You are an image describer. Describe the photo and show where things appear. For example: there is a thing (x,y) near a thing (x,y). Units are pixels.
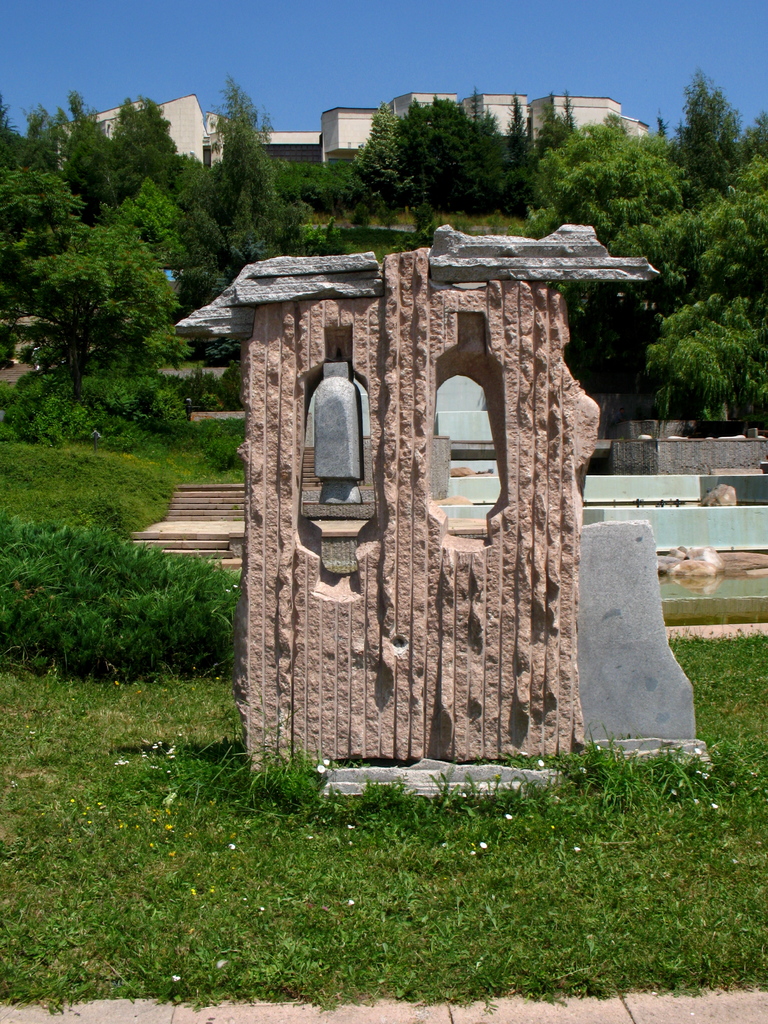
In this image I can see the rock (291,460). In the background (196,214) I can see few trees (388,211) in green color, buildings (352,113) and the sky (355,86) is in blue color.
